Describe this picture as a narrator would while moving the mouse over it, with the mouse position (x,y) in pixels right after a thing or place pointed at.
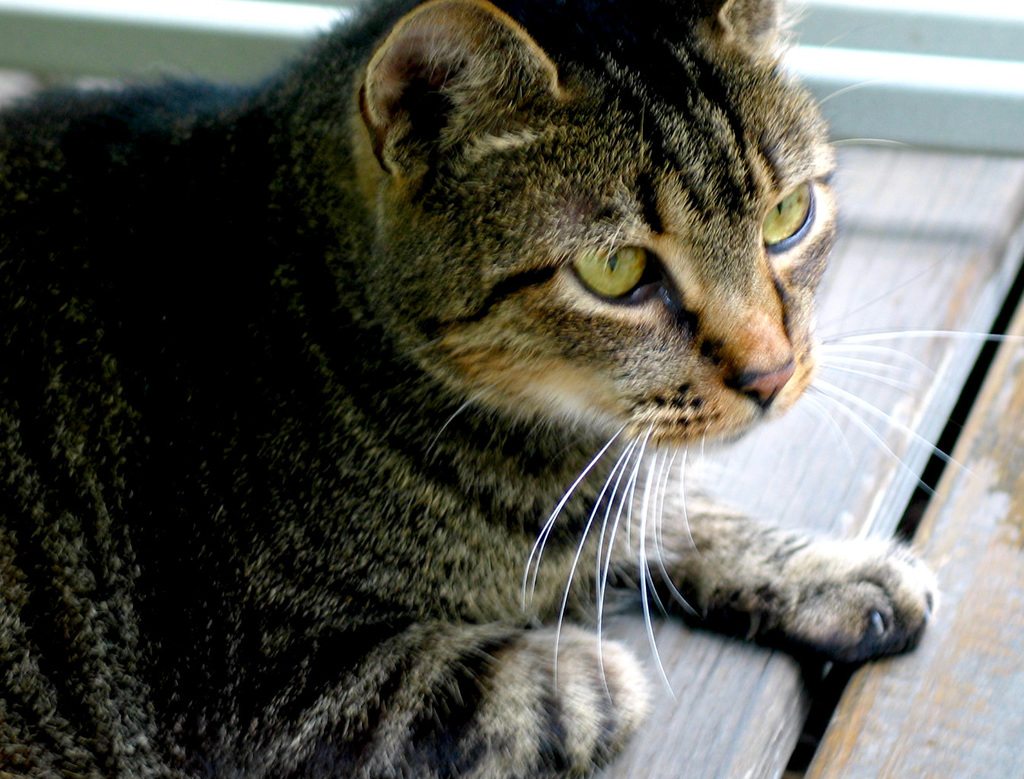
In this image, we can see a cat (673,327) on the surface (806,480).
